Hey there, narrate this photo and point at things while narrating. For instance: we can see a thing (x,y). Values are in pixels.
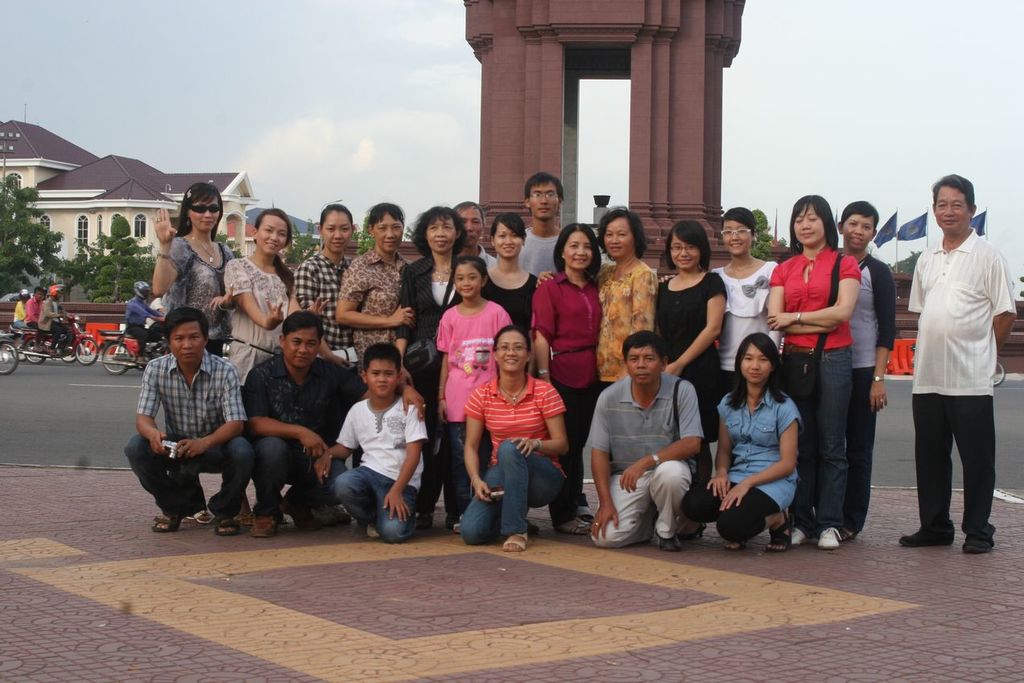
In this picture we can see a group of men and women (430,262) standing and giving pose into the camera. Behind there is a shed houses (118,192) and a brown color arch (565,99) behind them.
